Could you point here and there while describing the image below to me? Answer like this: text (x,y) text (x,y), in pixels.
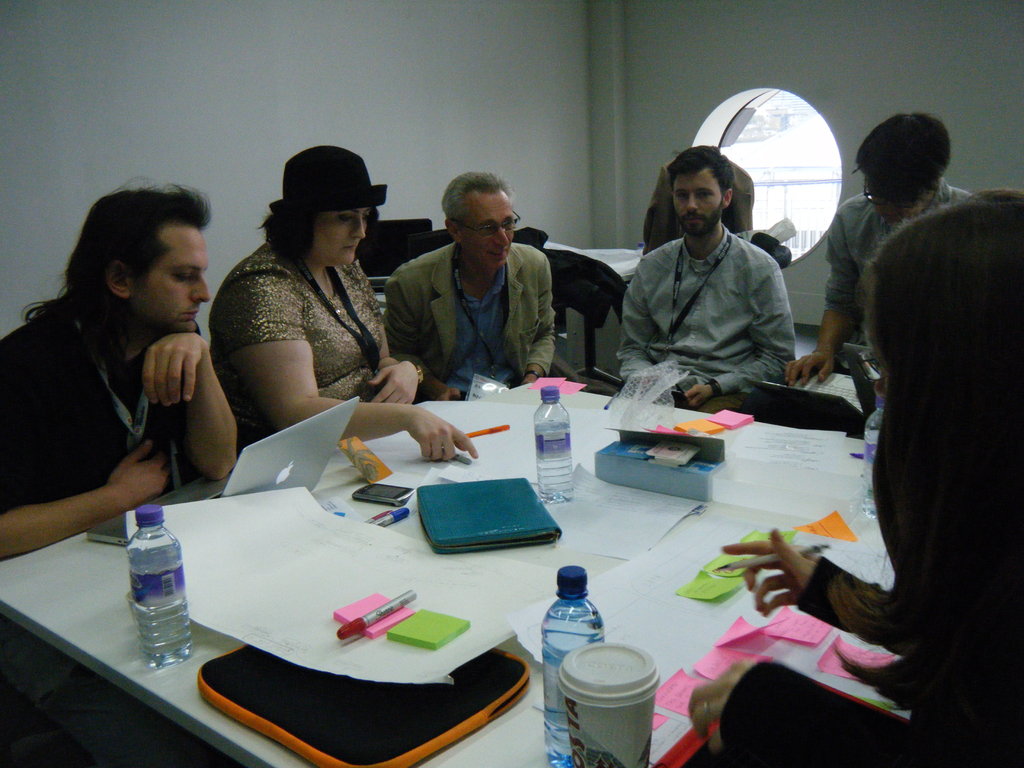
In this image I can see a table (193,676), on the table (321,479) I can see bottles (542,465), paper (485,620), pen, books (526,515) kept on it. around the table (660,573) I can see a person (963,751) and at the top (547,137) I can see the wall (755,56).
